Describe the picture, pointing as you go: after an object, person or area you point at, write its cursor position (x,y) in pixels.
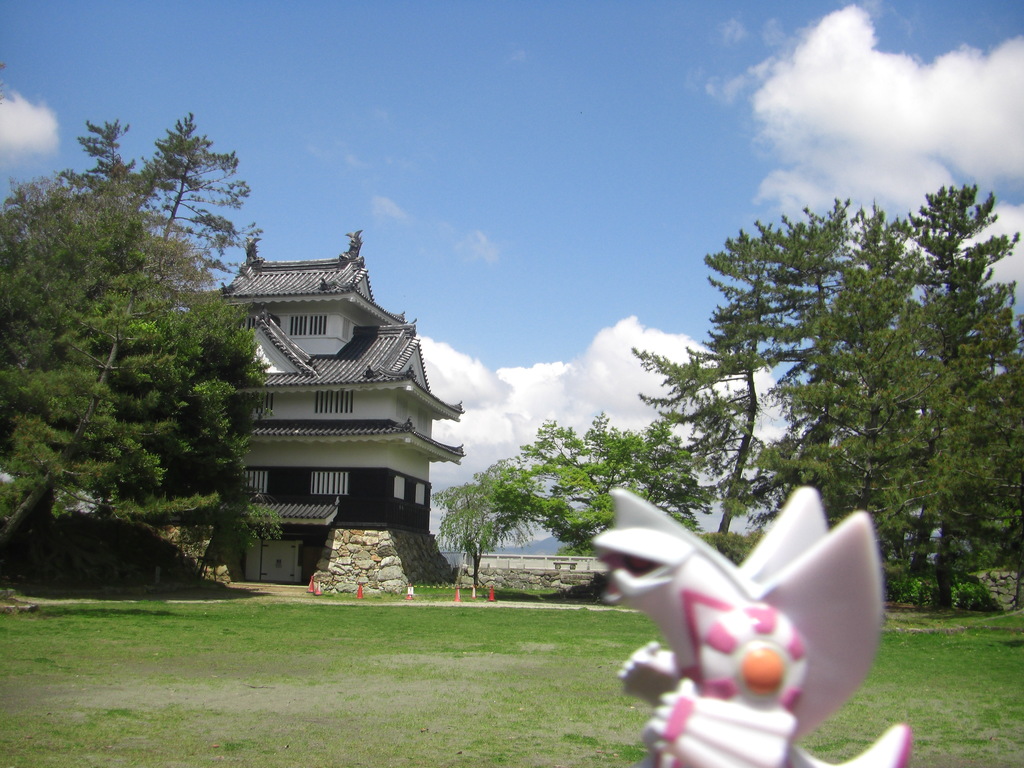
As we can see in the image there is a building (310,424), trees (61,469), grass (560,649), traffic cones (456,598), sky (300,159) and clouds (612,388).
